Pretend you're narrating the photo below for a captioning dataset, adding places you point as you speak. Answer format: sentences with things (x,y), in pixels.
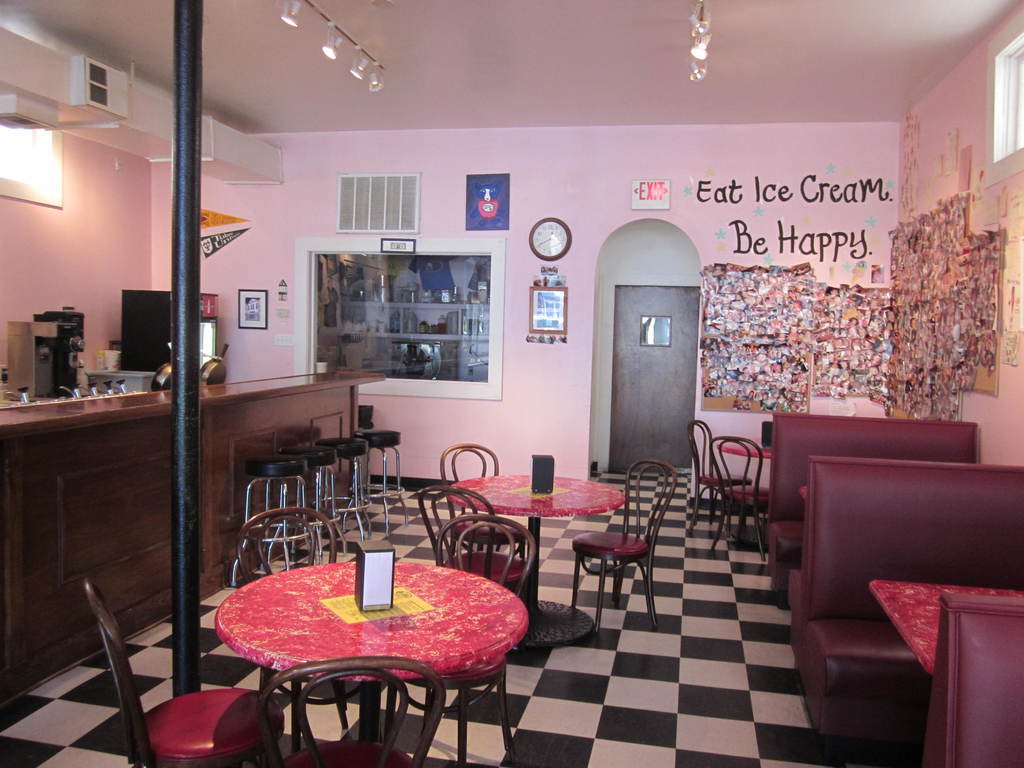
Here we can see that a dining table (327,563) on the floor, and here are the sofas (918,571), and here is the wall (813,410) and something written on it, and at side here is the door (628,301), and here is the table (115,443) and some objects (211,365) on it, and here is the light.
